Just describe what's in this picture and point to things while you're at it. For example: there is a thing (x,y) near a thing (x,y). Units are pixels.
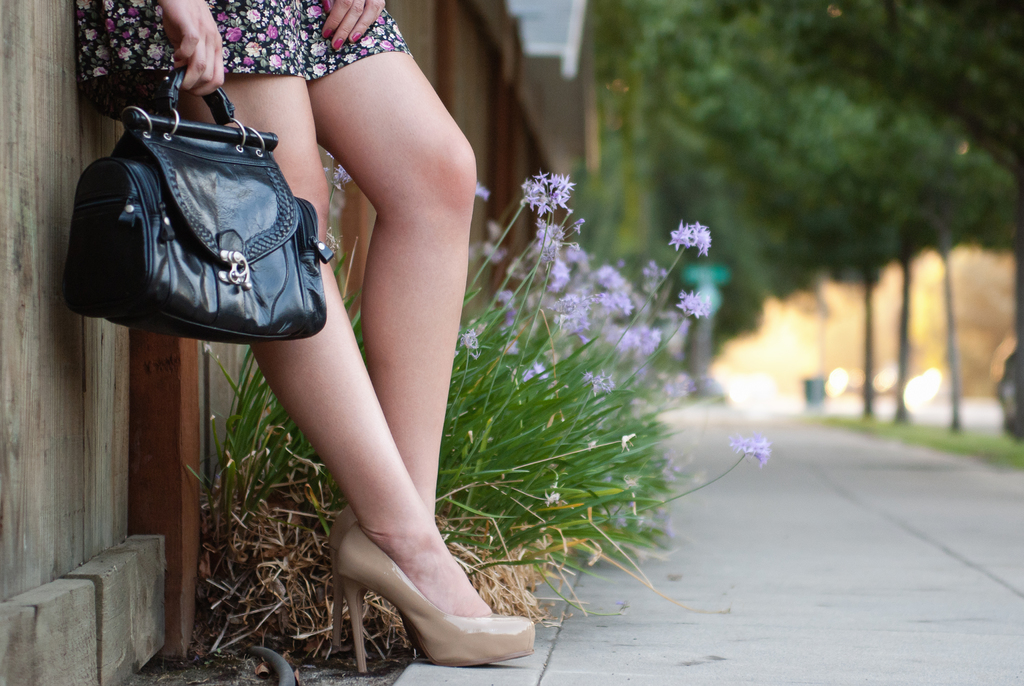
In the picture we can see a woman legs (456,244) and holding a bag (234,215) which is black in color, just beside to them there is a wooden wall (29,588) and a grass plants (532,359) with flowers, In the background (638,97) we can see a trees (675,97) and wall (964,269).
